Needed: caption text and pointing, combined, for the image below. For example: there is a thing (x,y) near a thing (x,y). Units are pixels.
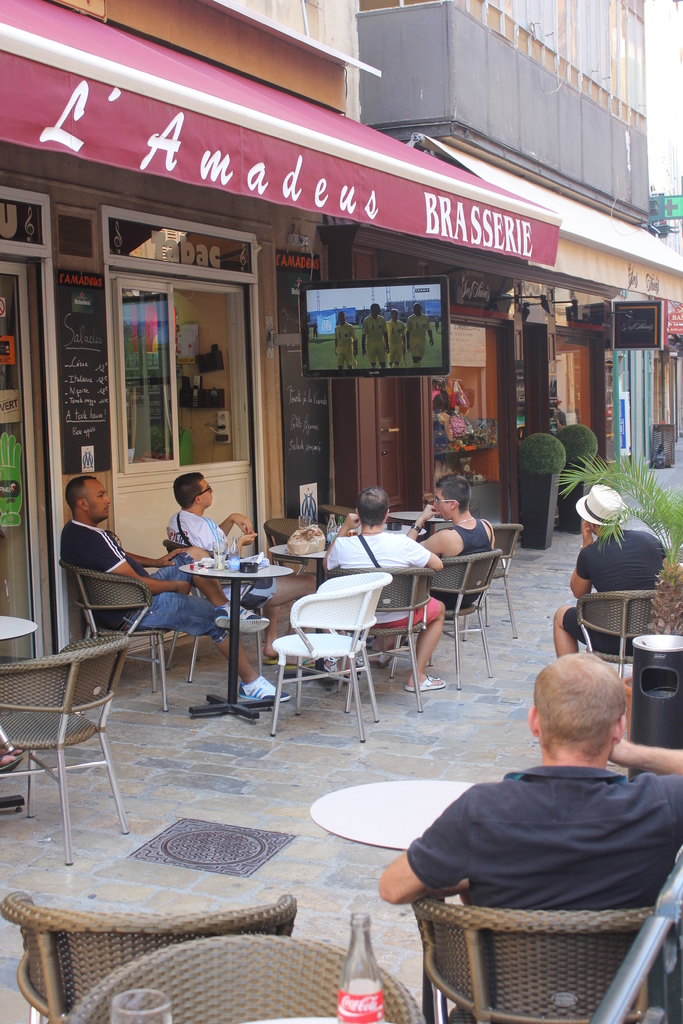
In this image I can see 6 men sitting on the chairs (562,962) and I can also see there are lot of tables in front of them and there is a screen (305,351) in front and there are lot of shops (328,243) and few plants (682,507) over here. I can also there are few chairs (301,962) over here and a bottle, a glass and 2 buildings (223,223).
